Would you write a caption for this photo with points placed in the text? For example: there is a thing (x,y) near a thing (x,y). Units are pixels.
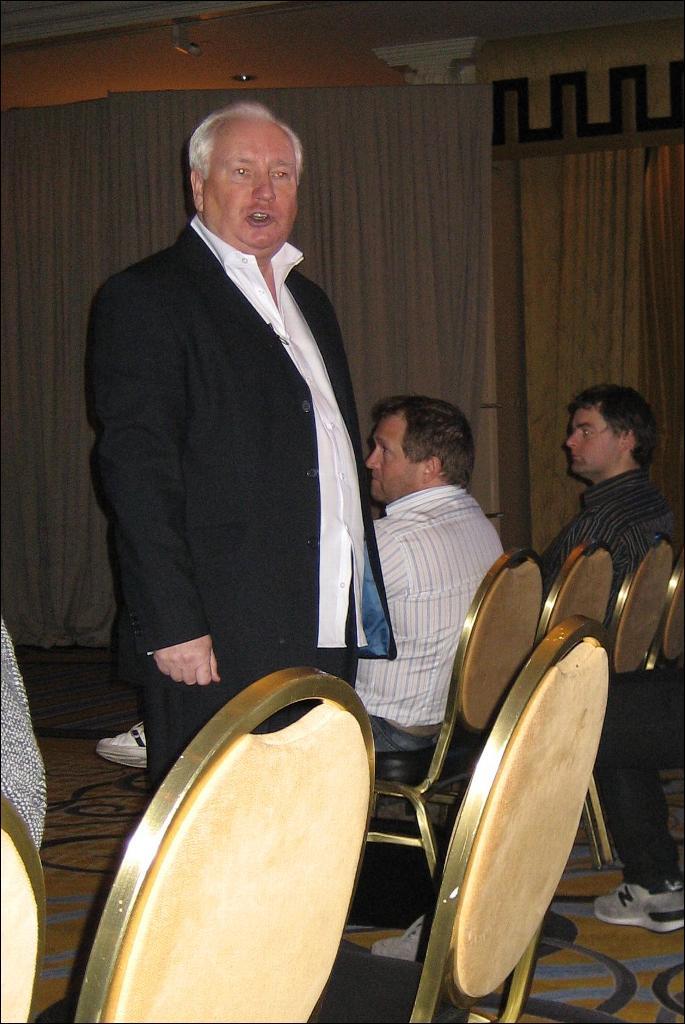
In this picture there is a man (270,340) who is wearing blazer (295,571), shirt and trouser (224,684). Beside him there is a man (425,548) who is wearing shirt (414,701) and shoes (138,748). Beside him there is a man (620,544) who is sitting on the chair (612,630). In the back (411,272) I can see the clothes (419,245) which are placed on the wall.
